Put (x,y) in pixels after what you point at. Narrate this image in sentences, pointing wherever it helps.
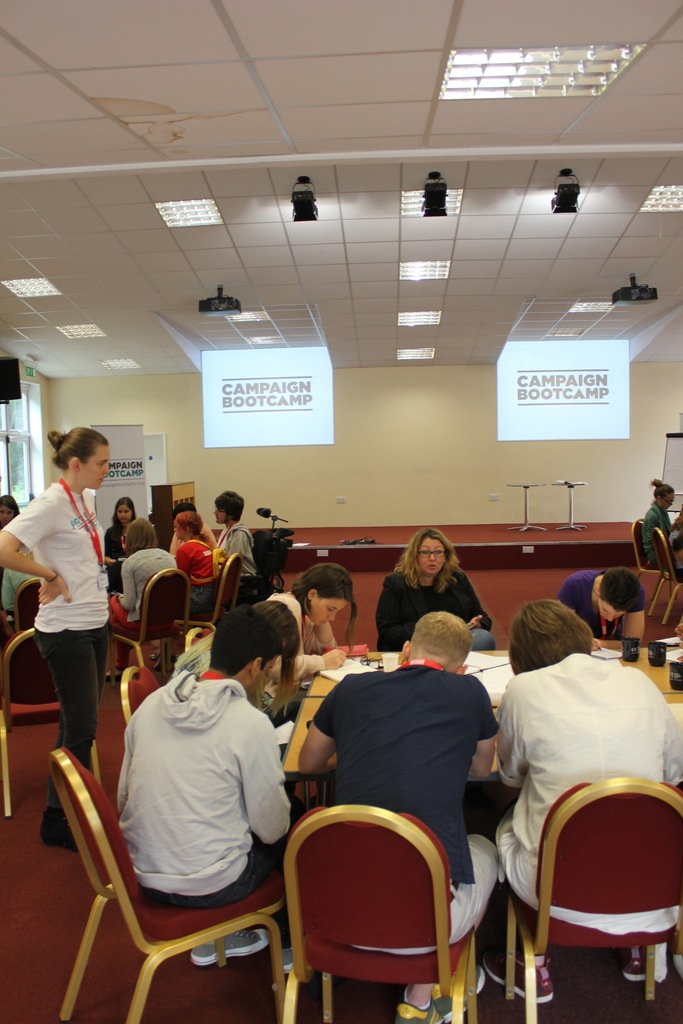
At the top (332,61) we can see ceiling (293,78) and lights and boards (588,391). Here we can see persons (643,767) sitting on chairs (387,818) in front of a table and writing on a paper (600,655). We can see one women (78,557) are wearing white colour t shirt (84,624) near to these persons (351,689). This is a floor (58,926).
